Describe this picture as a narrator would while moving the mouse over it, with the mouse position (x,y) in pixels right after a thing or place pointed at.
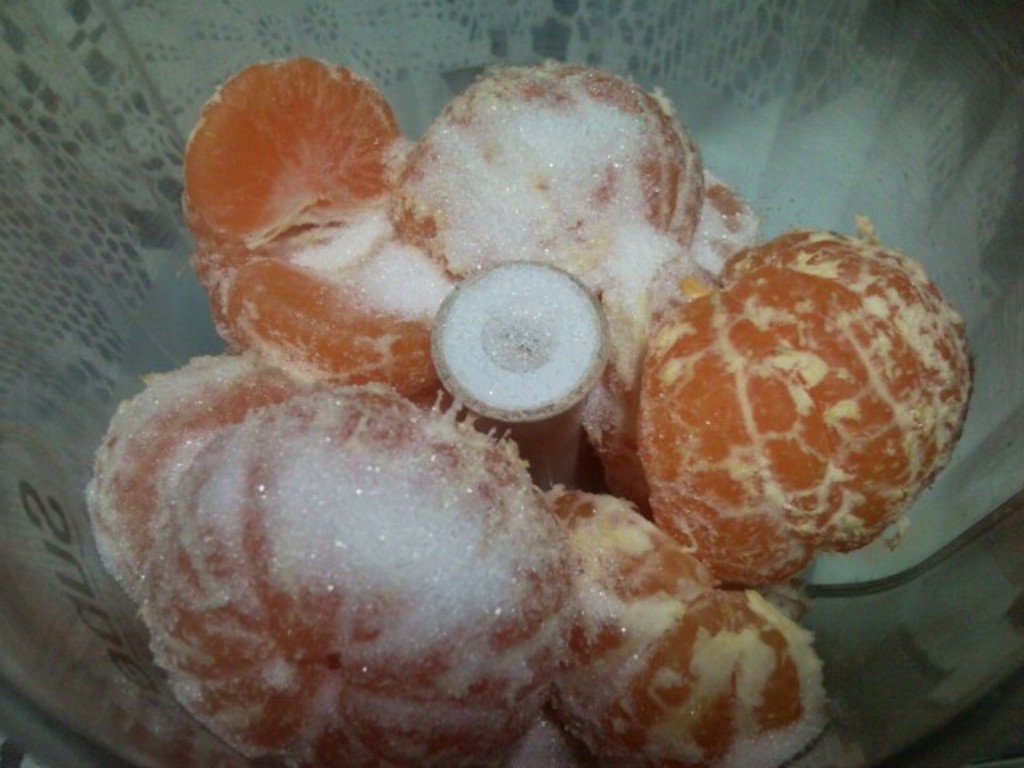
In the image there are oranges (397,425) with sugar (406,466). In between them there is a white color object (526,409).
